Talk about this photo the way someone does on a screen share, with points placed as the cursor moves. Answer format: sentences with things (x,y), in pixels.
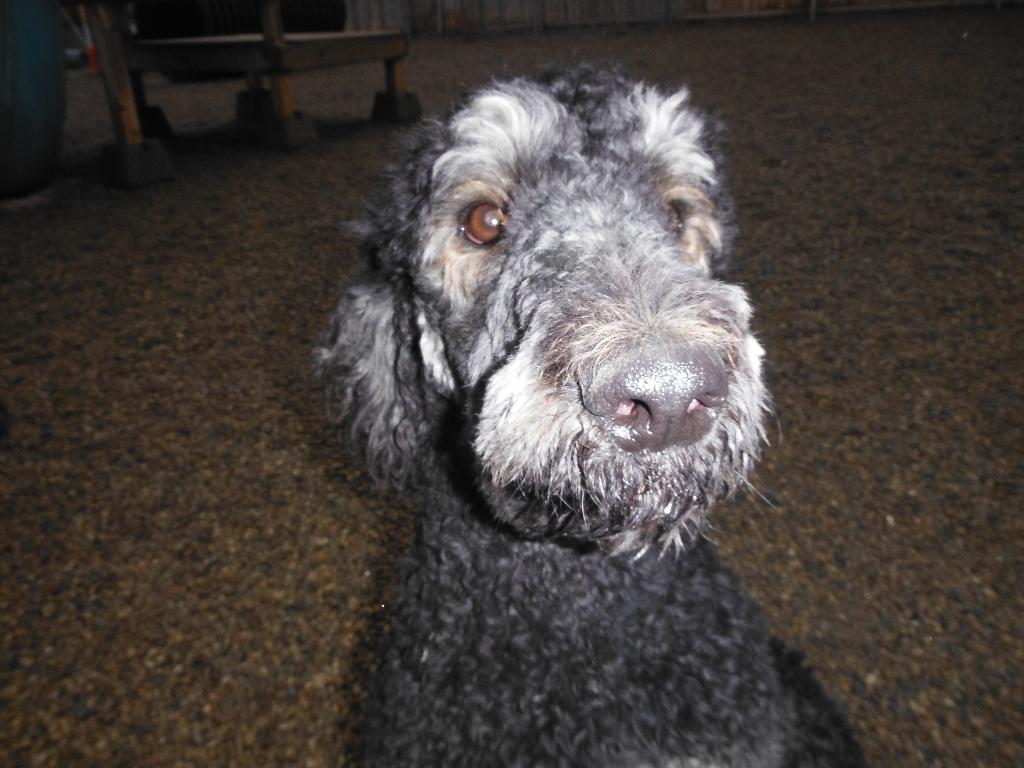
This image consists of a dog (507,675) in black color. At the bottom (220,613), there is a floor (205,565). In the background (580,30), we can see a wooden fence (447,34). To the left (121,86), it looks like there are wooden sticks (142,87).
